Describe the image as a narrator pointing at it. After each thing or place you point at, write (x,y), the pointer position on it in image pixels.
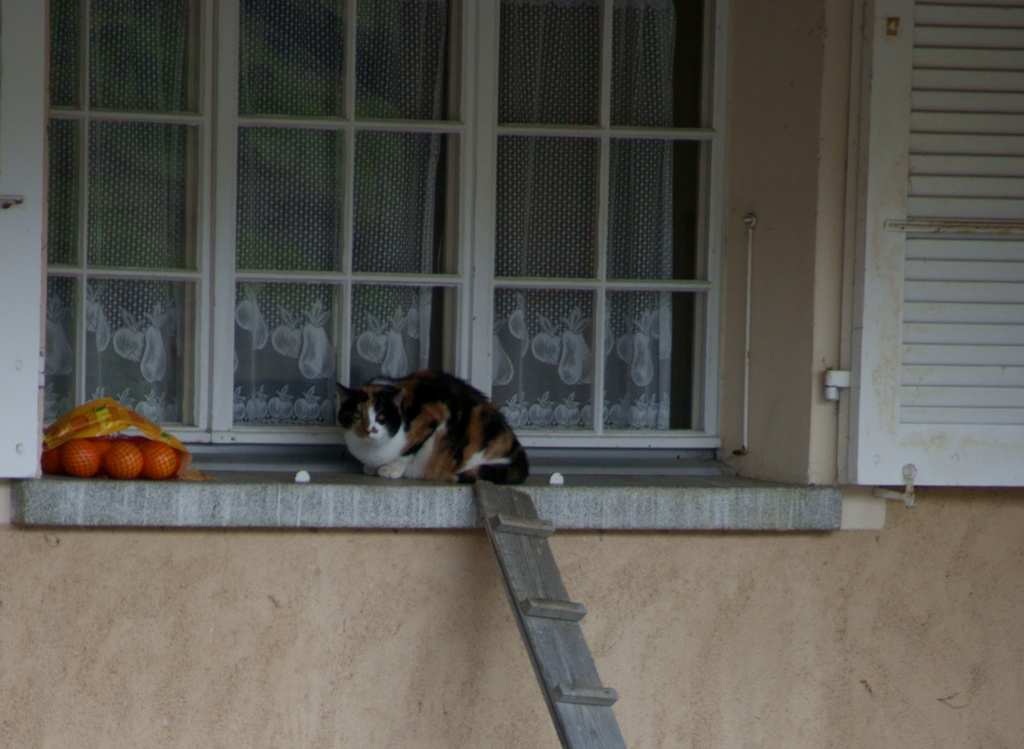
In this image, we can see a cat (456,444) in front of the window (670,370). There are oranges (151,468) on the left side of the image (97,448). There is a ladder (548,569) at the bottom of the image (547,646). There is a window door (956,383) on the right side of the image (958,317).
